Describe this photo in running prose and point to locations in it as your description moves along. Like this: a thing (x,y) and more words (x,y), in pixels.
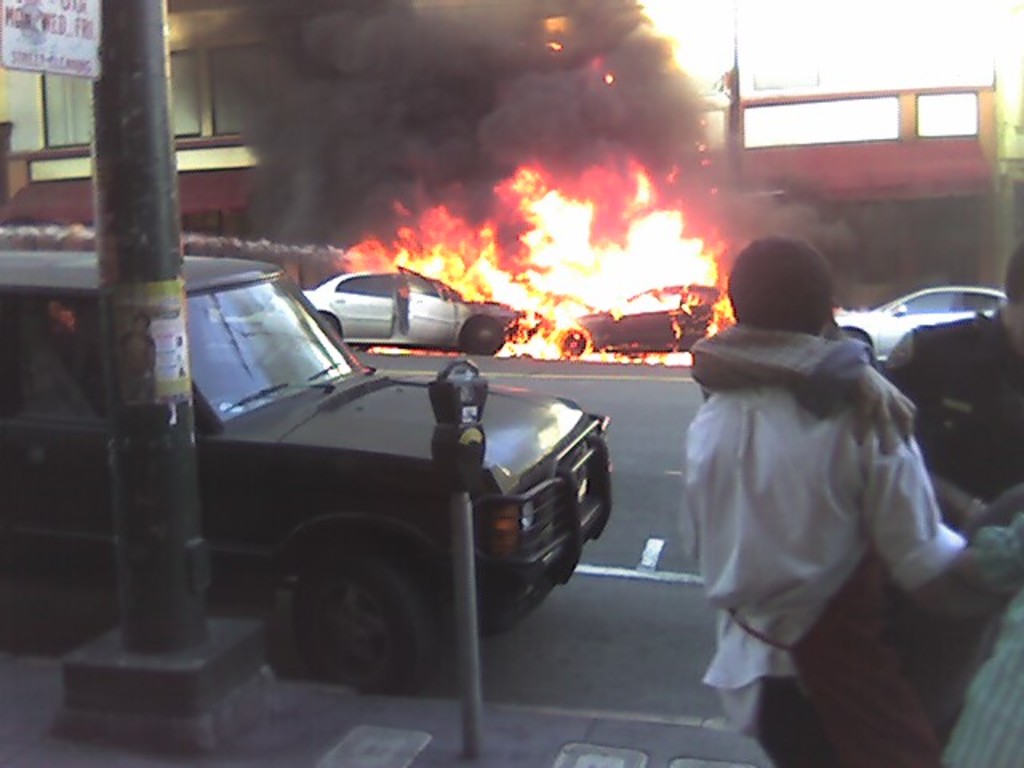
In the image we can see there are many vehicles (352,400) on the road (670,443), this is a road (670,443) and a pole (123,262). We can see there are even many people (813,517) wearing clothes (878,505), we can even see fire (563,259) and smoke (404,118). There are a building (220,125) and windows (205,97) of the building (205,88).
